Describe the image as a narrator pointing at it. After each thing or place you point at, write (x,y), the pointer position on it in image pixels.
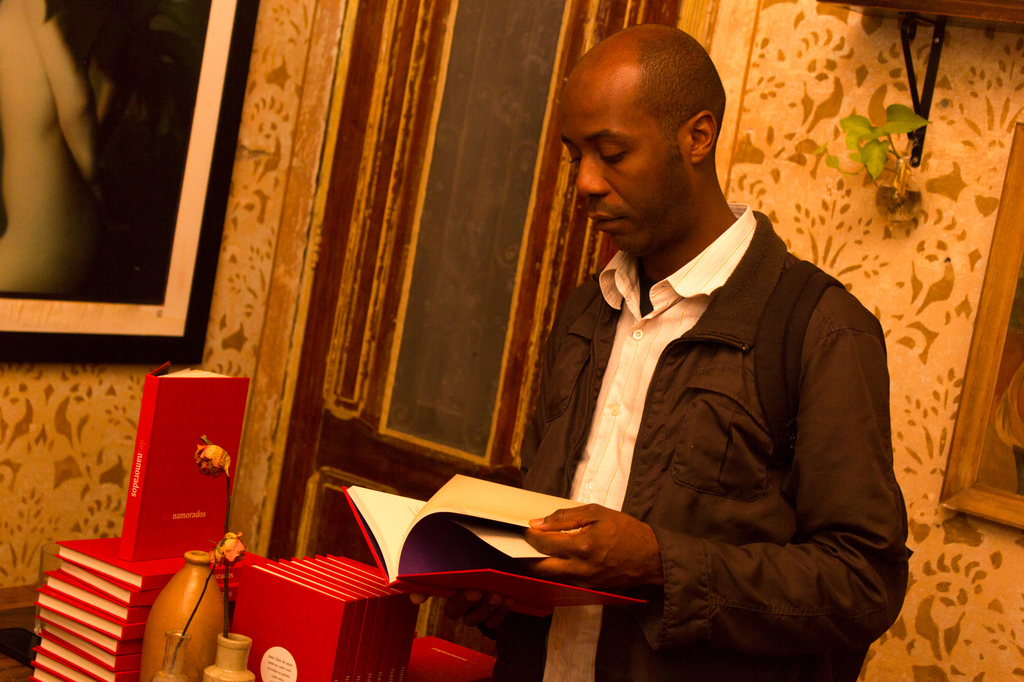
In the center of the image (604,298) we can see a man (598,286) standing and holding a book (478,545) in his hand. On the left (288,630) we can see many books (141,625), vase (175,601) and a flower pot (178,657) placed on the table (29,627). In the background (921,187) there is a wall (911,256) and photo frames (149,317) placed on the wall (948,406).
